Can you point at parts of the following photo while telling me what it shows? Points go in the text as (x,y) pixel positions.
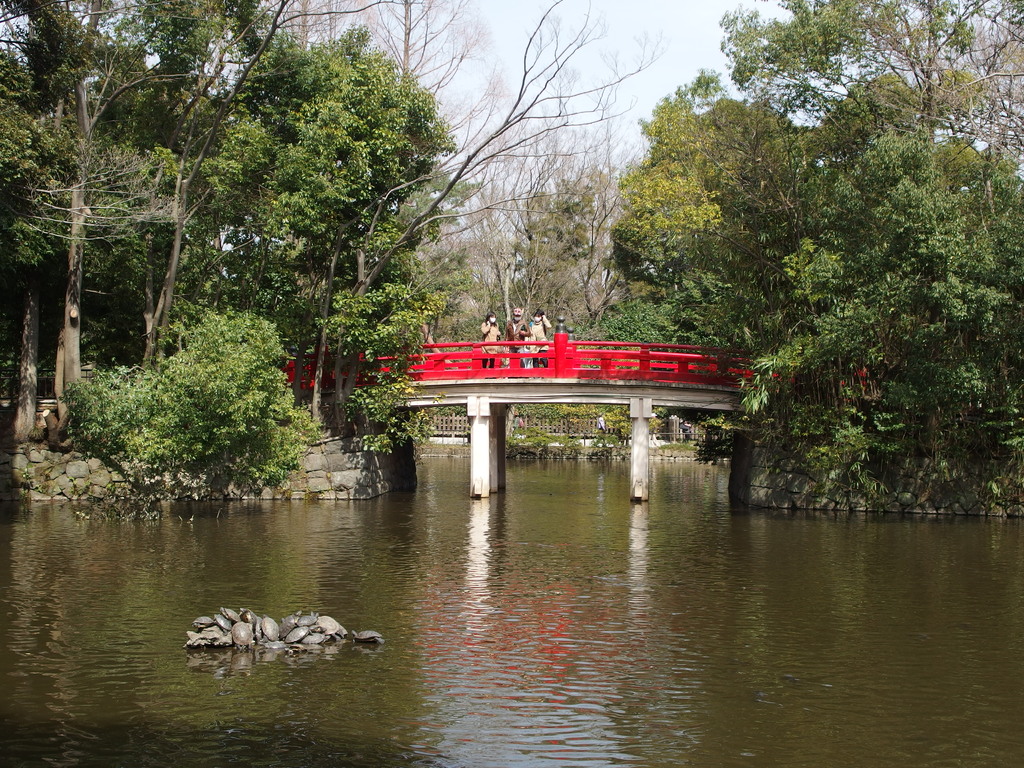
In this image on the foreground (480,581) there is water body (260,649). In the background (194,466) there are trees (316,226), stones (95,472), fence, bridge (520,391). On the bridge (561,325) there are few people (513,330).
